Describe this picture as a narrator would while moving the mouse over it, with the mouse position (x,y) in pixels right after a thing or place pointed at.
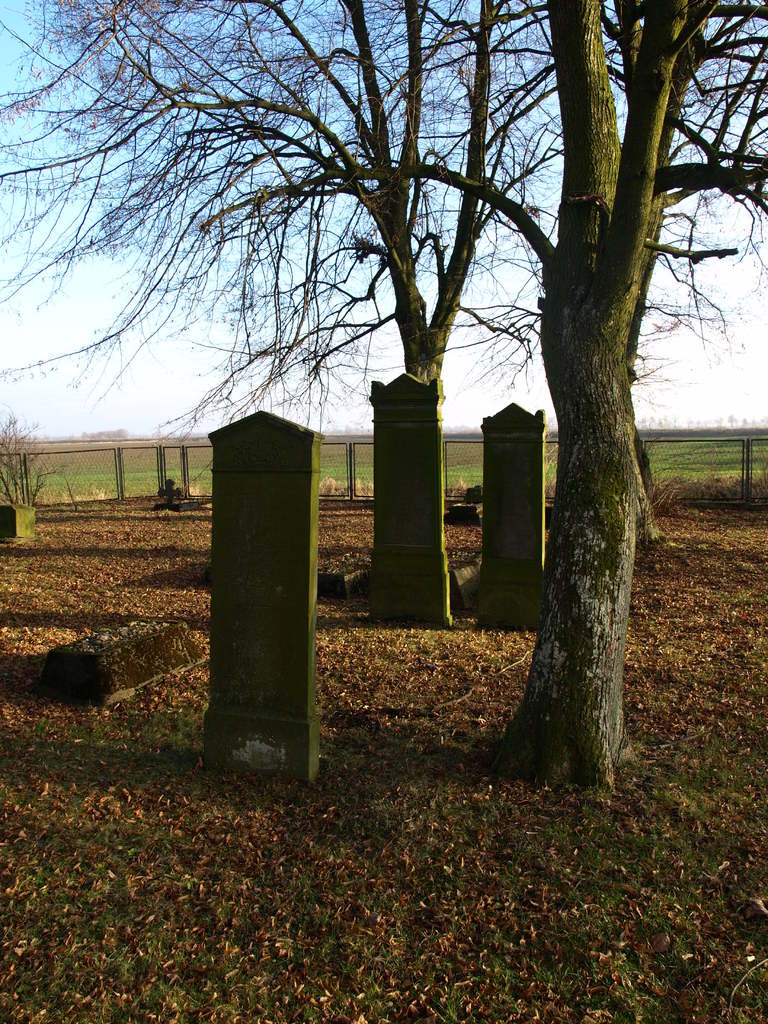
In this image we can see a group of trees (610,395), fence (371,469), graves (440,538). In the background (141,389), we can see the sky (124,386).
